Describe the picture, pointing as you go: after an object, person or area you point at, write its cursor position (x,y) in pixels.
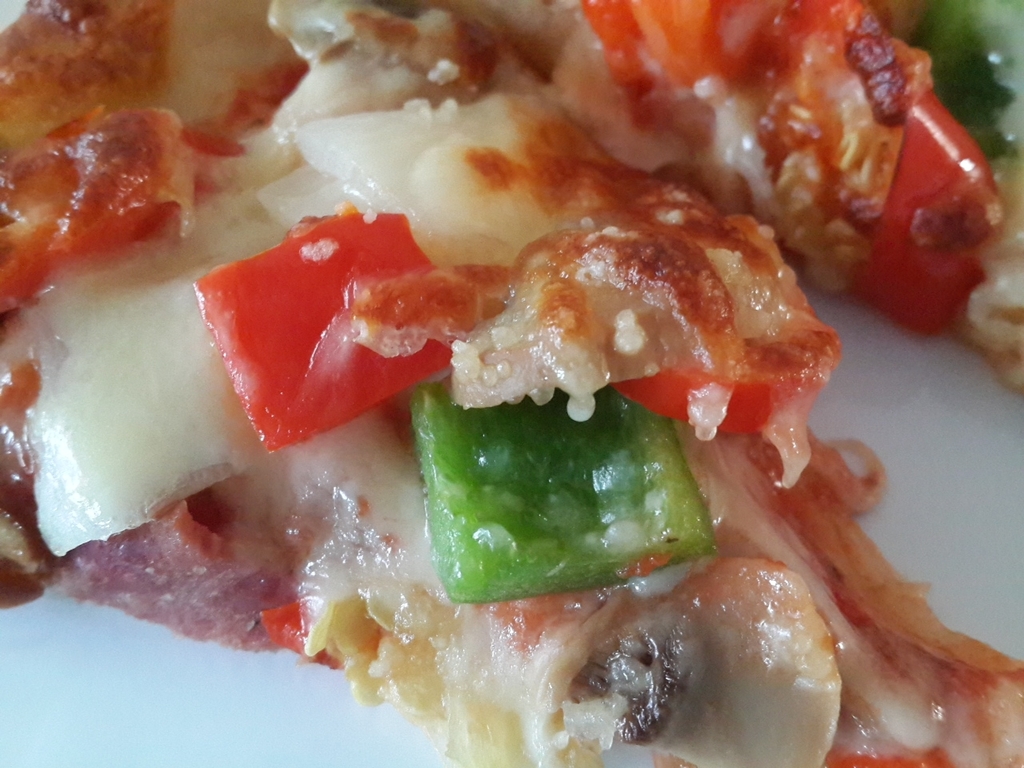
In this image there is food (242,393). There are red bell peppers (372,250) and green bell peppers (629,420) in the food (276,561). Below the food (240,561), the background (954,426) is white.
